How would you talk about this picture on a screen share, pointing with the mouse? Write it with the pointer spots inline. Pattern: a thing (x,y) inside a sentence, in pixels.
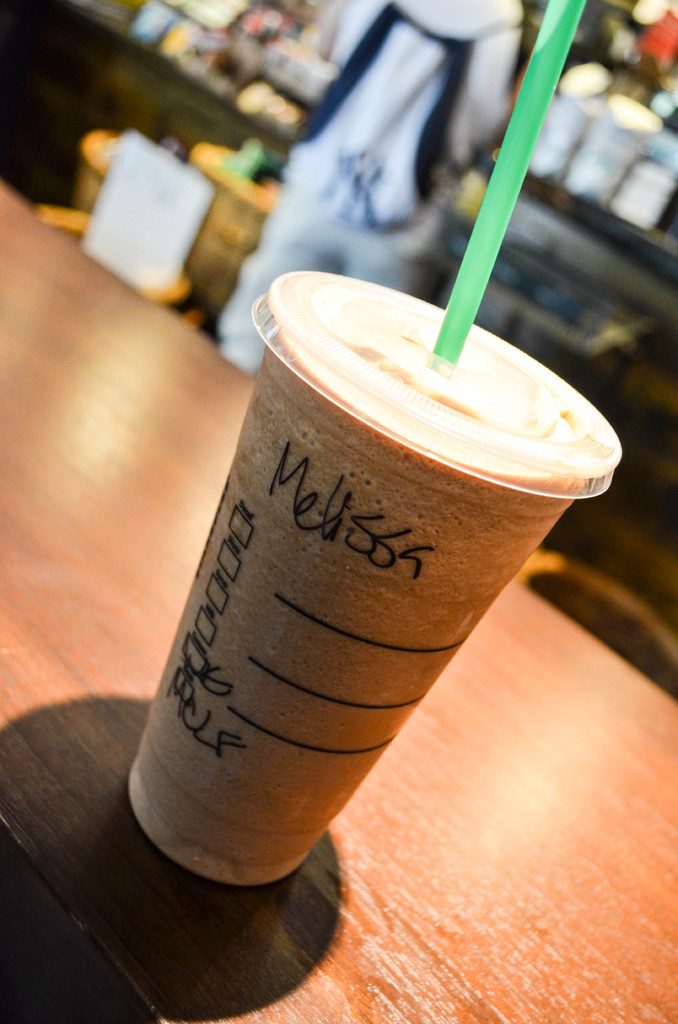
In this picture we can see a cup (319,488) on the table (525,668) and we can see drink (385,736) in the cup (385,736), in the background (590,202) we can see a person (253,357) and few other things (573,262).
